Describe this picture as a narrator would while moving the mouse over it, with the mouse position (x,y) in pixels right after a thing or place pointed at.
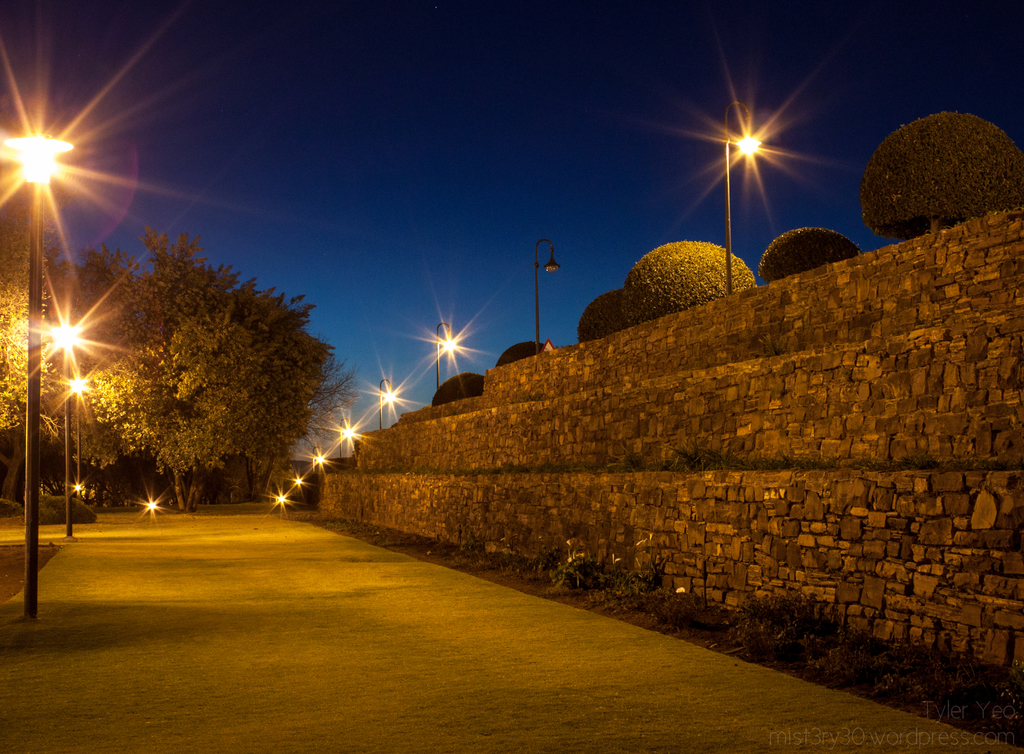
In the image there is road (202,597) in the middle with street lights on either side of it and behind there are trees (894,202) and above its sky (498,104).
